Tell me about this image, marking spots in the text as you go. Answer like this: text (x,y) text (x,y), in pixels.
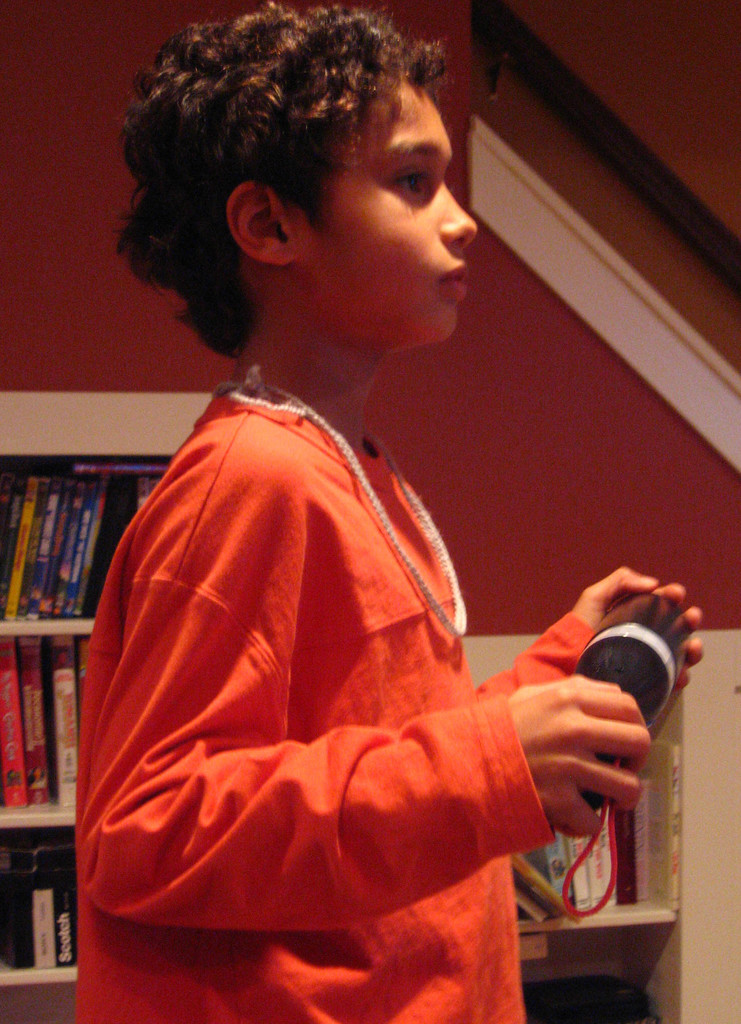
In this image we can see there is a person (320,393) standing and holding a black color object (630,671). And at the back (529,428) there is a wall (529,327) with racks (91,431). In that racks (635,933) there are different types of books (567,847).
